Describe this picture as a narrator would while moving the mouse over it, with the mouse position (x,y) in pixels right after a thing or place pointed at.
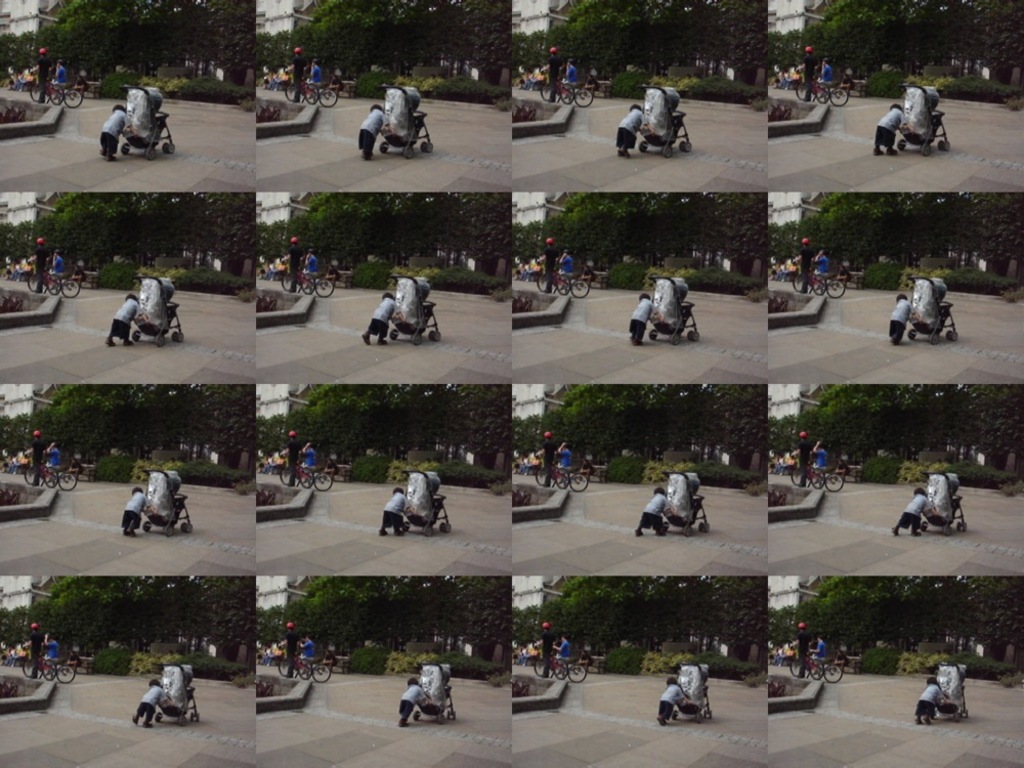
This image consists of an edited image. It is made as a collage. In which there is a small kid (109,134) walking on the road (161,163) along with a trolley (130,119). On the left (46,90), there are two persons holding the bicycles (76,95). In the background (110,241), we can see many trees (200,229). On the left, there is a building (21,217).
